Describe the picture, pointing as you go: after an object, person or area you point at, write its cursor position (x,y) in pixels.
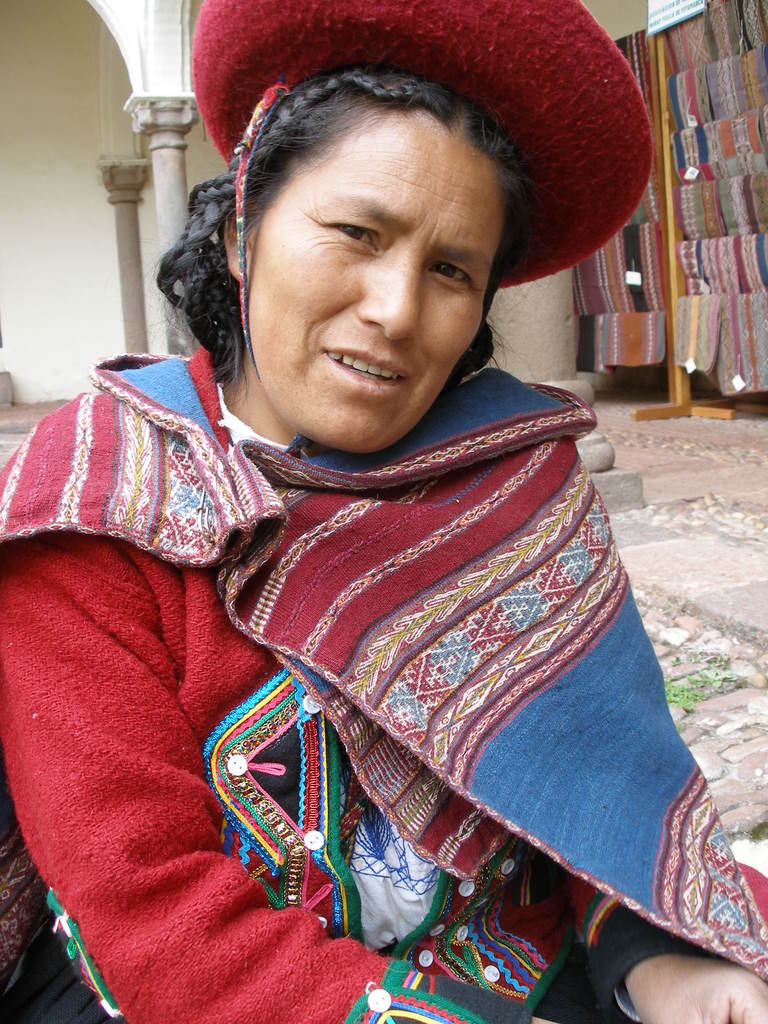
Here we can see a woman (349,465) posing to a camera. In the background (85,232) we can see pillars (142,310), clothes (643,347), and wall (67,309).
